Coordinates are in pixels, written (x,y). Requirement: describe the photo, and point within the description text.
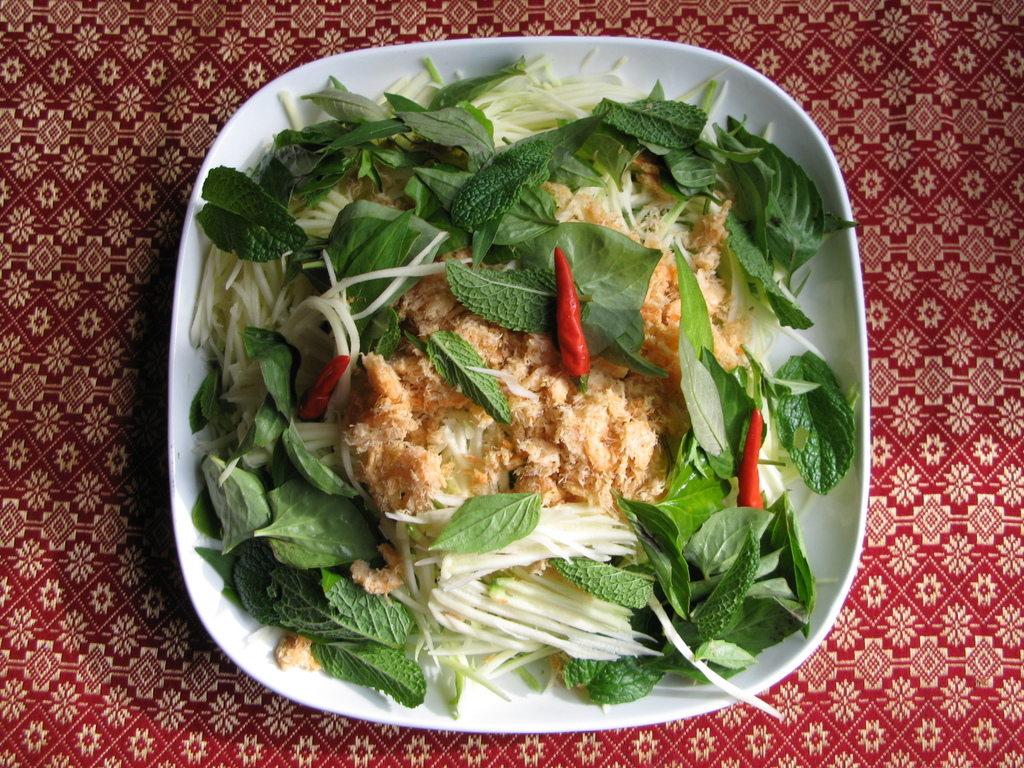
In this picture we can see a table (172,643). On the table (172,643) we can see a bowl (218,605) which contains food (467,393).
